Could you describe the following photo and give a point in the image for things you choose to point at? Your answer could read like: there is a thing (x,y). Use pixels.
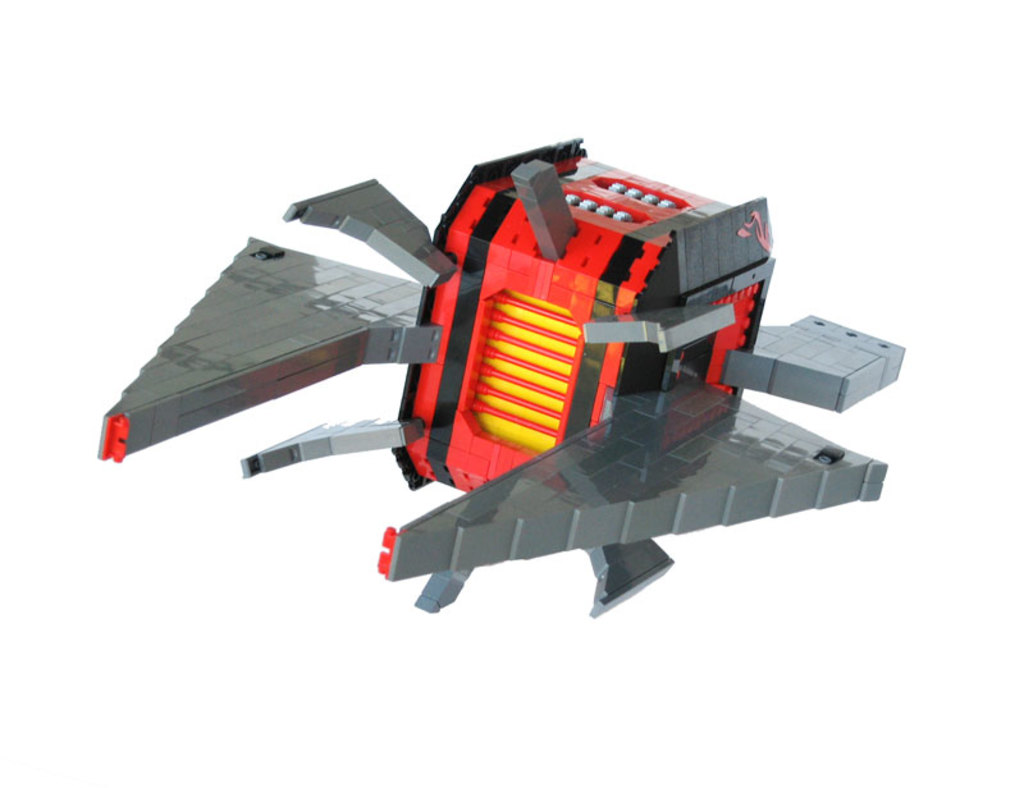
In this image we can see a toy (611,199), and the background (192,549) is white in color.
